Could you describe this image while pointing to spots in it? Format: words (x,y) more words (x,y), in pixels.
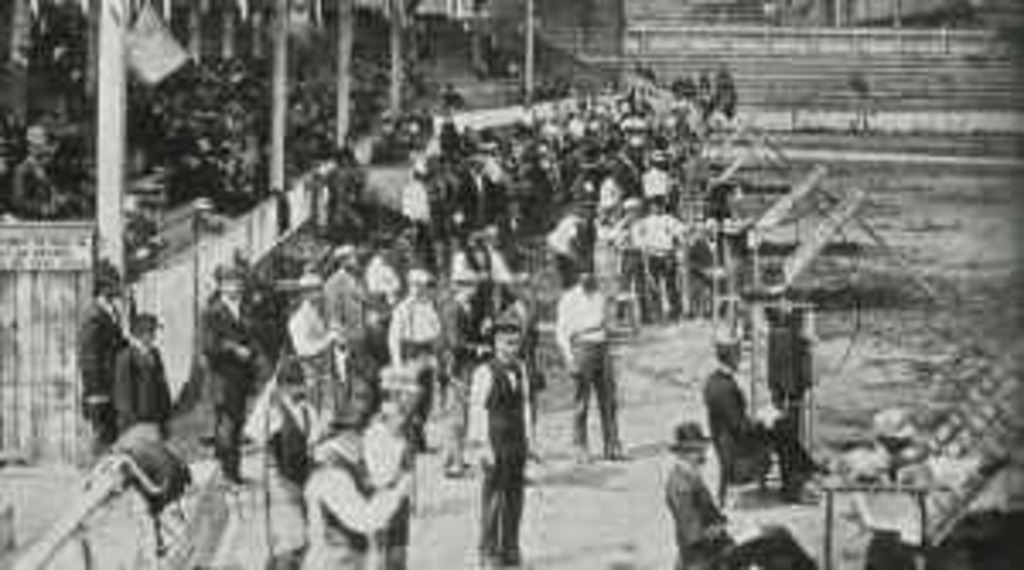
This is an old black and white image. I can see groups of people (433,202) standing and few people (695,530) sitting. These are the pillars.
